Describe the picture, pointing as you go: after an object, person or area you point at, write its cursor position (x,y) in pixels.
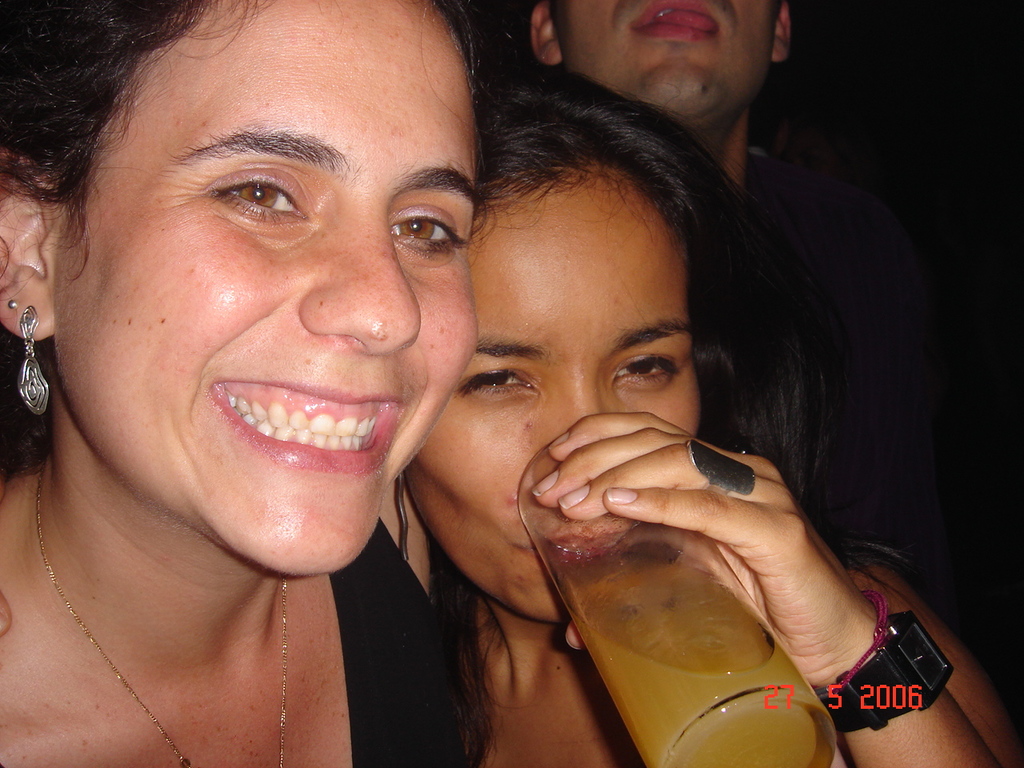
In this image there are group of people (338,579) standing together in which one of them is drinking juice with glass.
